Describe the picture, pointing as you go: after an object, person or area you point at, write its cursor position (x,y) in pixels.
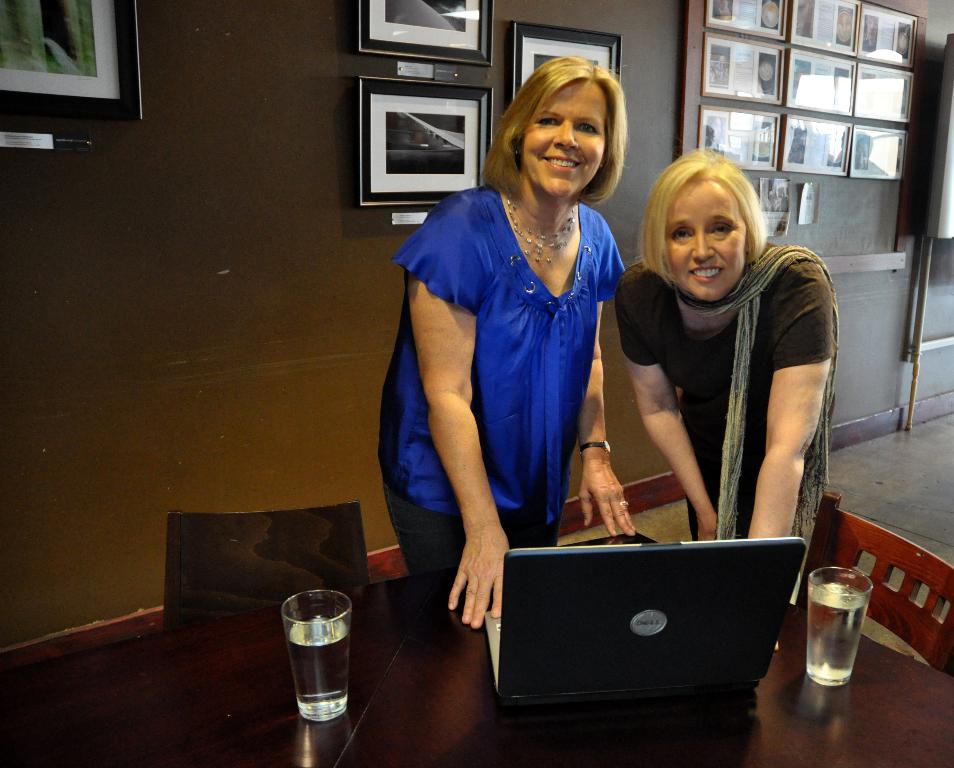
There are two women (733,260) standing and laughing. In front of them, there is a laptop (696,576), two glasses (324,664) filled with water (325,632) on the table (270,632). Beside the table (270,632), there are two chairs (282,549). In the background (905,270), there is wall (668,89), notice board (840,37), photo frames (822,74) on the wall (298,183) and some other materials (923,306).
